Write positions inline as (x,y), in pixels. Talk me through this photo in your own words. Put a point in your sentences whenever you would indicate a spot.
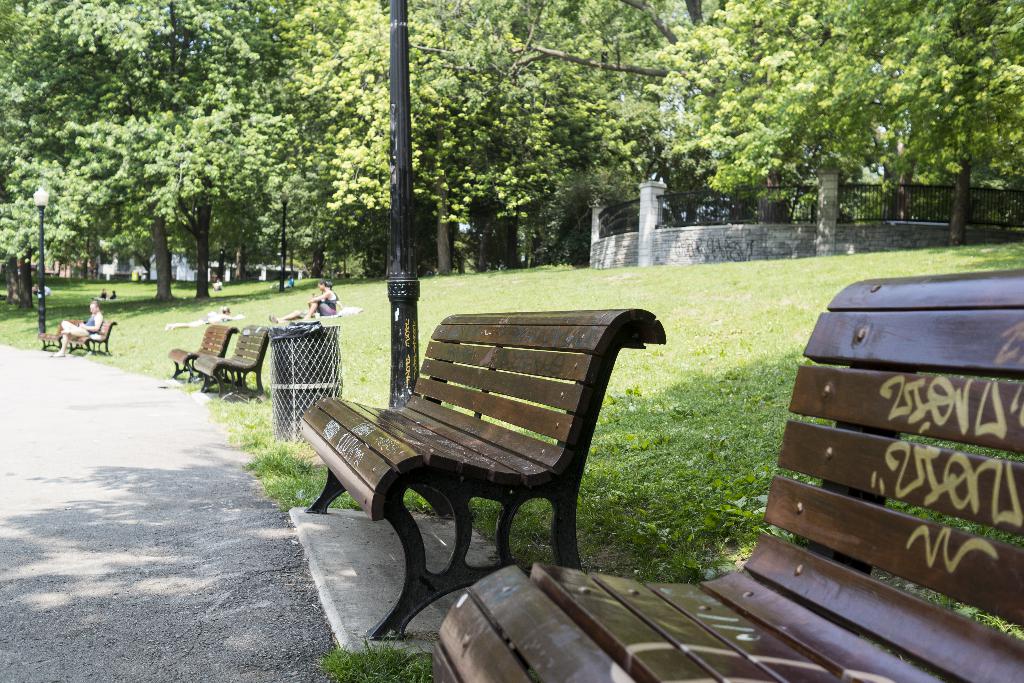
In the foreground of the picture (554,355) I can see the wooden benches (477,322) on the side of the road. I can see a person (98,304) sitting on the wooden bench (59,333) on the left side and there a few people (215,279) sitting on the green grass (370,295). I can see the poles (395,181) on the side of the road (16,311). In the background (907,117), I can see the trees (849,89). I can see the metal grill fencing (923,202) on the right side (862,208).
